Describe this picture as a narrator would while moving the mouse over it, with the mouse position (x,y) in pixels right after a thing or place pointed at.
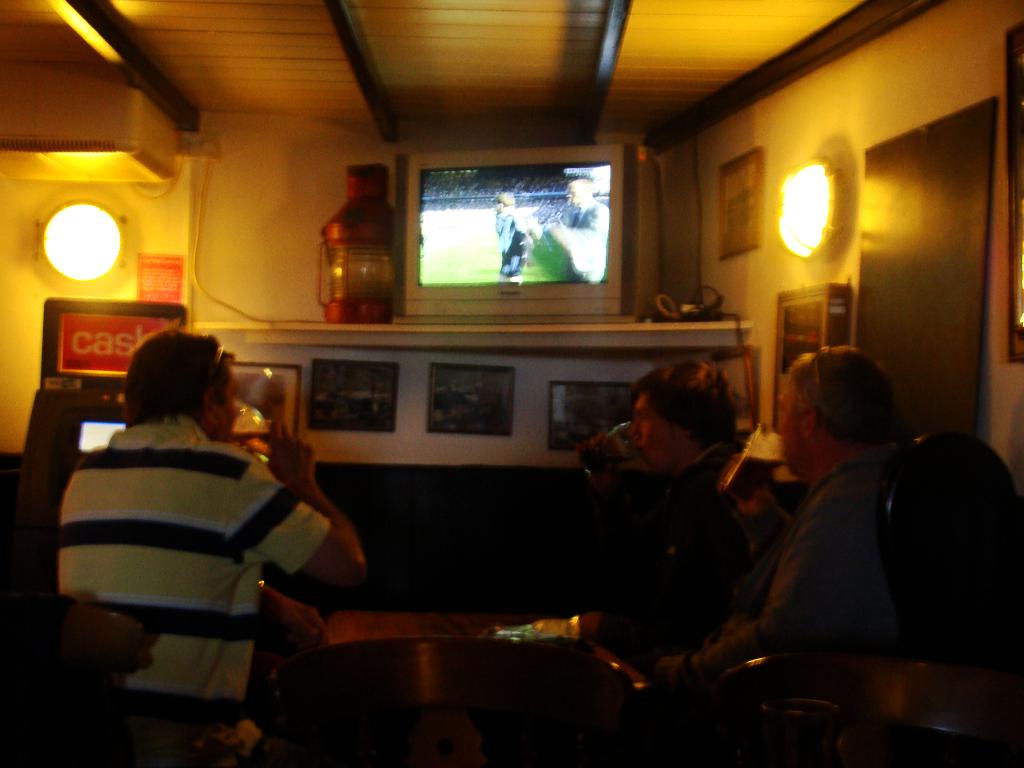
There are people (267,483) sitting and drinking as we can see at the bottom of this image (295,636). There is a television (556,255), lights (779,224), a wall (182,240) and other objects (163,280) are in the background (238,273).
